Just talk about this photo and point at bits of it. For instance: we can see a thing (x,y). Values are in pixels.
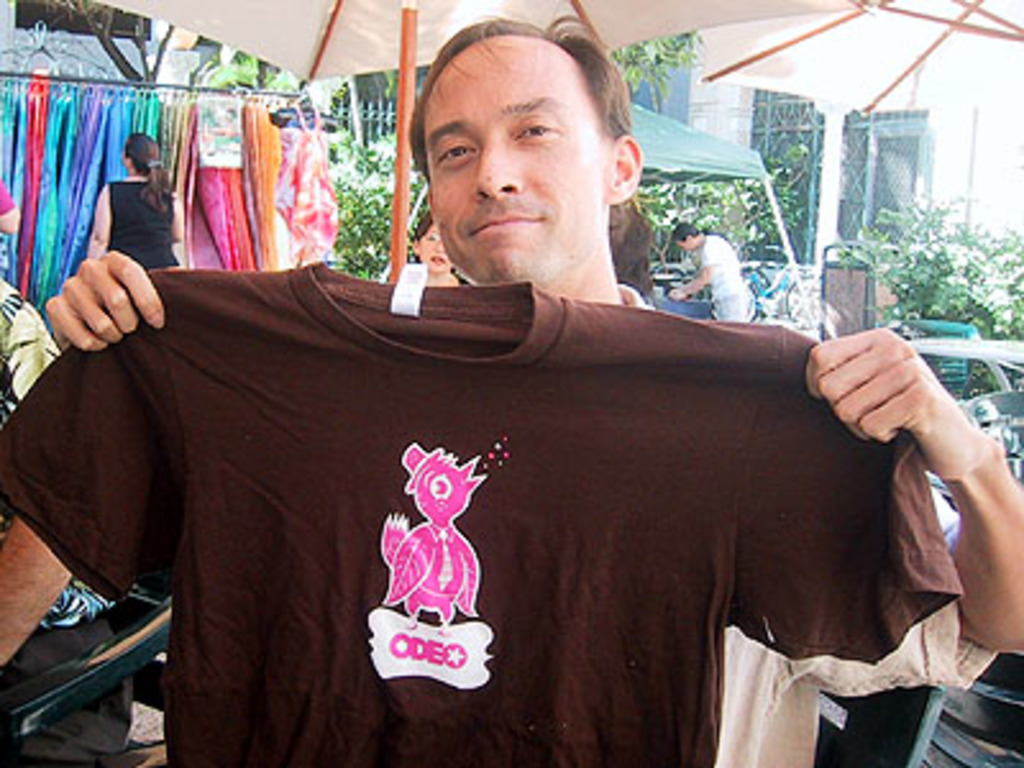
In the middle of the image (601,321) a person (465,49) is standing and holding a T-shirt (559,300). Behind him we can see some tents (199,3), clothes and few people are standing. Behind them we can see some plants (212,78), trees (236,64) and buildings (171,79).
